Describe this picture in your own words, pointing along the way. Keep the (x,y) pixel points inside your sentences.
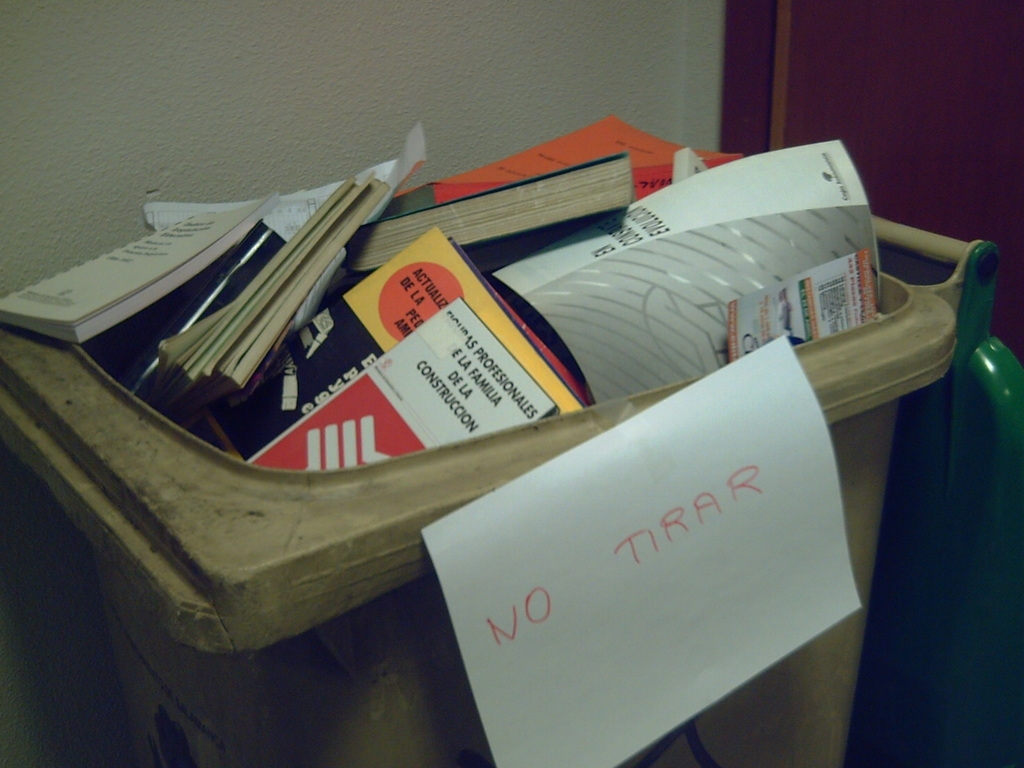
In the image there are a lot of books (477,269) kept in a box (164,446) and behind the box (930,352) there is a wall (527,102).
